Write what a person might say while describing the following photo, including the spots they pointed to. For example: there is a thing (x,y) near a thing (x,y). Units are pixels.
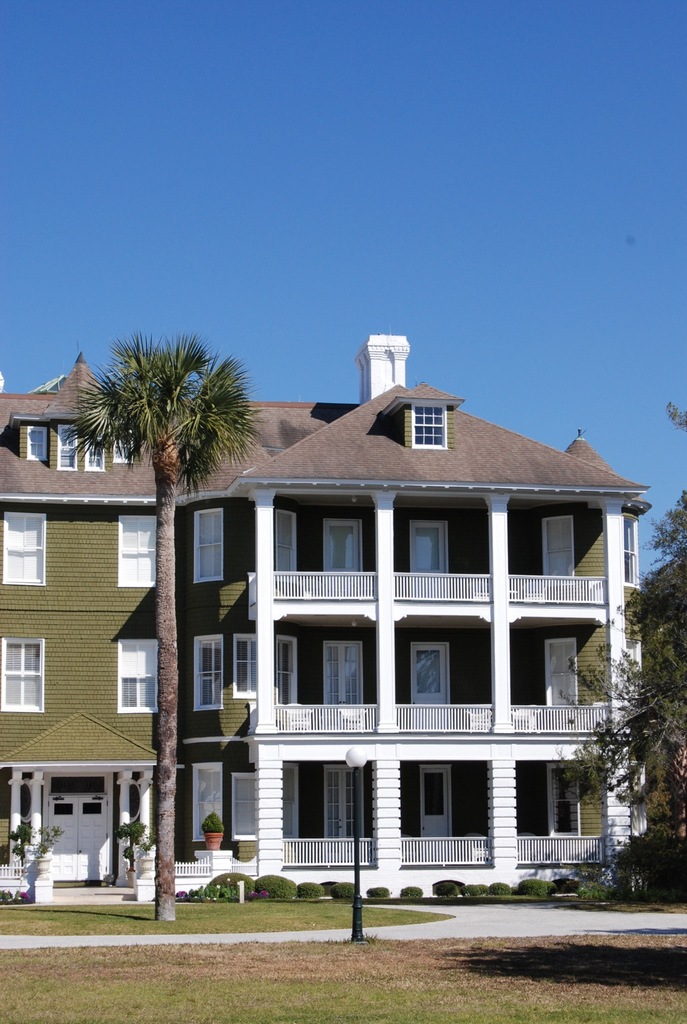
There is a grass (607,1017) on the ground (634,1014). On the right side (651,576), there is a tree (673,555). In the background (380,757), there is a light (363,750) attached to a pole (360,871), there is a tree (172,476), a building (342,475) which is having glass windows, there are plants (637,844) and there is blue sky (366,145).
